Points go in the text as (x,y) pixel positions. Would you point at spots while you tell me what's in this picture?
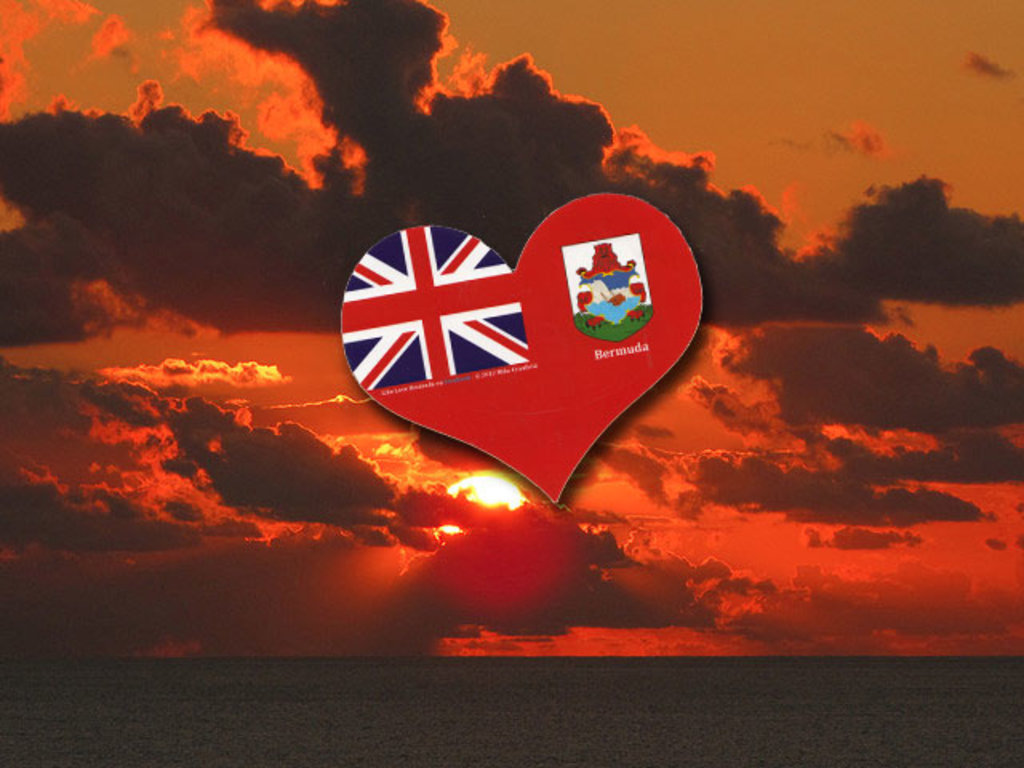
This looks like an edited image. At the bottom of the image (384,707), I think this is the water (724,734). These are the clouds (440,481) and the sun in the sky (552,513). At the center of the image (389,369), I can see a heart symbol (530,466) with the pictures (588,325) of the flags (578,302) on it.
